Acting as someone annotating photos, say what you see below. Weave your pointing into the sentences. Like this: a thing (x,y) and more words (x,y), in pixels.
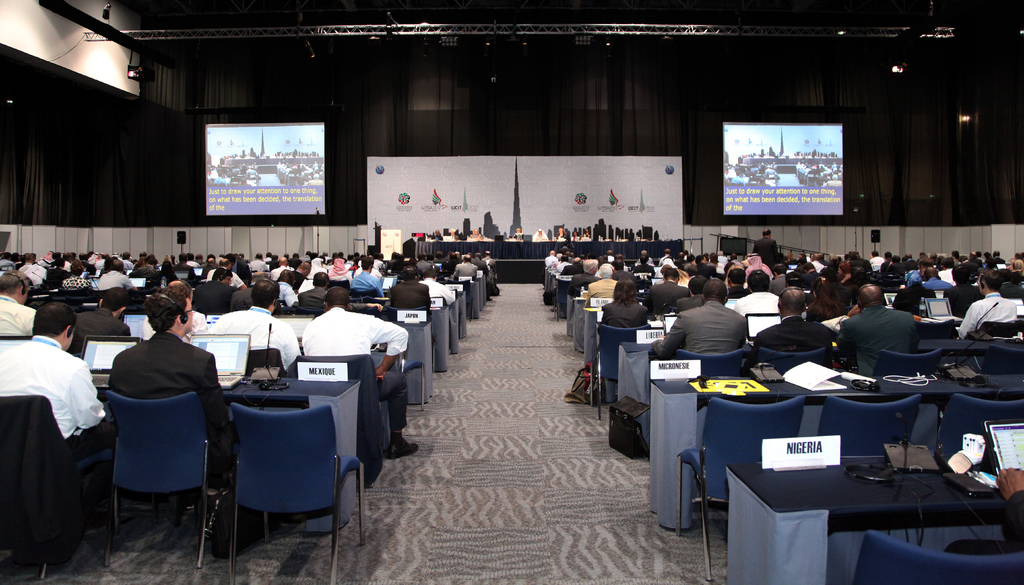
In this Image I see number of people (428,261) who are sitting on chairs (616,339) and there are tables (463,249) in front of them on which there are name boards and laptops (305,329). In the background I see 2 screens (732,146), a board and few people (667,252) over here too and I can see the lights (901,69).
